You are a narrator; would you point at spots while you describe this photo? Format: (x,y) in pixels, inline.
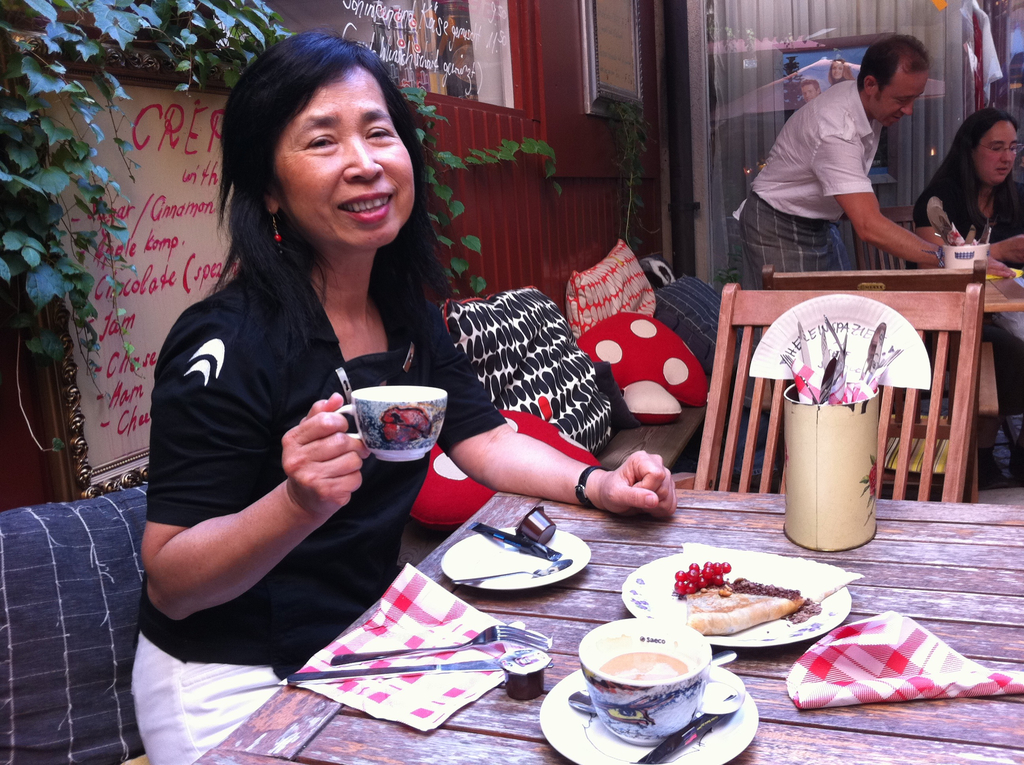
In this picture we can see a woman (262,460) holding a cup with her hand (331,463) and smiling and in front of her on the table (995,583) we can see plates (686,562), cup (609,645), fork (418,650), knife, clothes (899,664) and some food items (685,583) and in the background (520,360) we can see two people (855,178), pillows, wall (449,176), plants (447,191).
